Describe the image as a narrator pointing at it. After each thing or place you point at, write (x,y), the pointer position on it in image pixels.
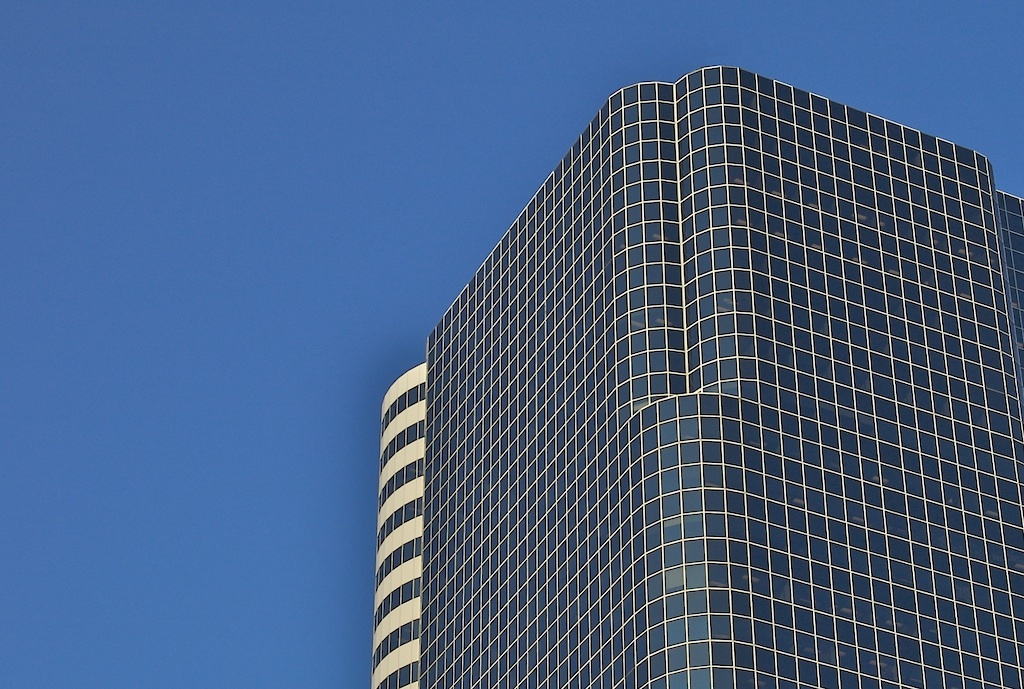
On the right side (748,597), there are buildings (445,597) having glass windows (527,384). In the background (417,242), there is blue sky (125,302).
